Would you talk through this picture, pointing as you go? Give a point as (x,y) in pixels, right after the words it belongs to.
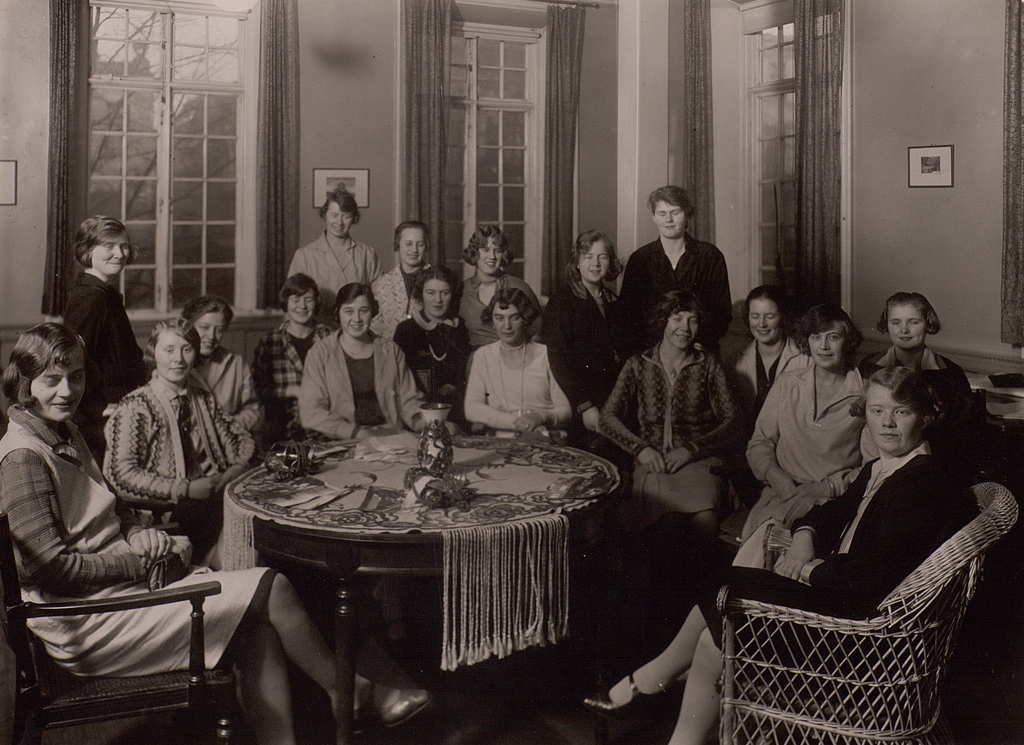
This is an old picture, there are group of people (453,341) sitting on chairs (839,668). In front of these people (795,521) there is a table (494,481) on the table (483,495) there are jar (433,434). Background of these people (298,408) is a glass windows (468,133) with curtains (817,134) and a wall (889,80).
